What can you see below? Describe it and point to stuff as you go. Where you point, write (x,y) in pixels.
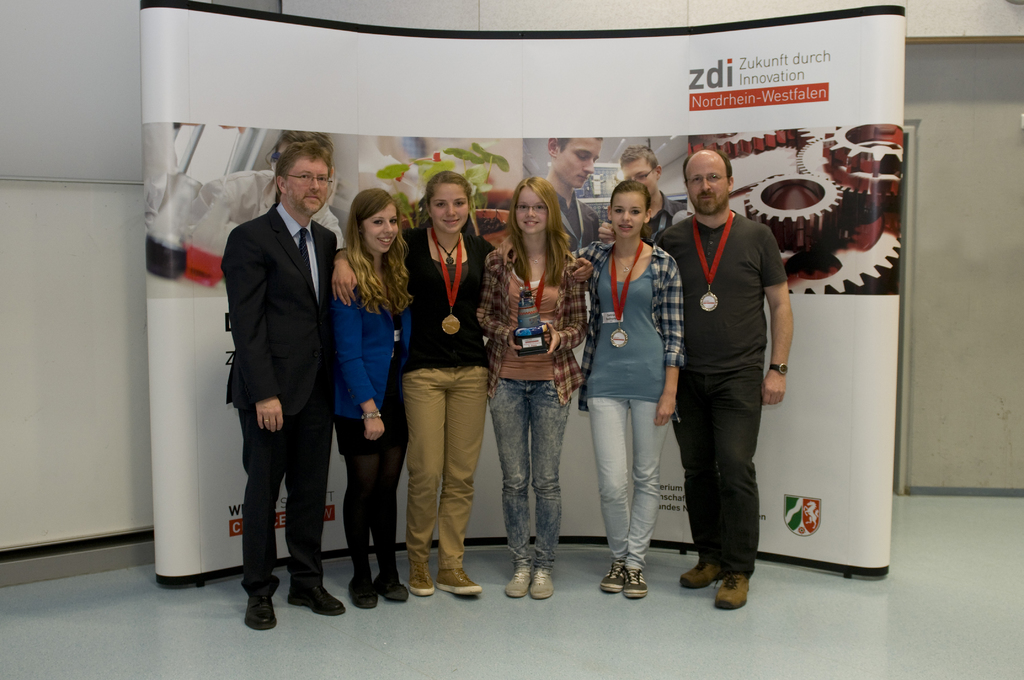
In this picture I can see many persons (747,226) who are standing near to the banner (845,227). This banner (854,320) is placed near to the door (945,315) and wall (15,294). In that banner (778,147) I can see some gears (794,179), persons (587,167), plants (498,160) and other machines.
